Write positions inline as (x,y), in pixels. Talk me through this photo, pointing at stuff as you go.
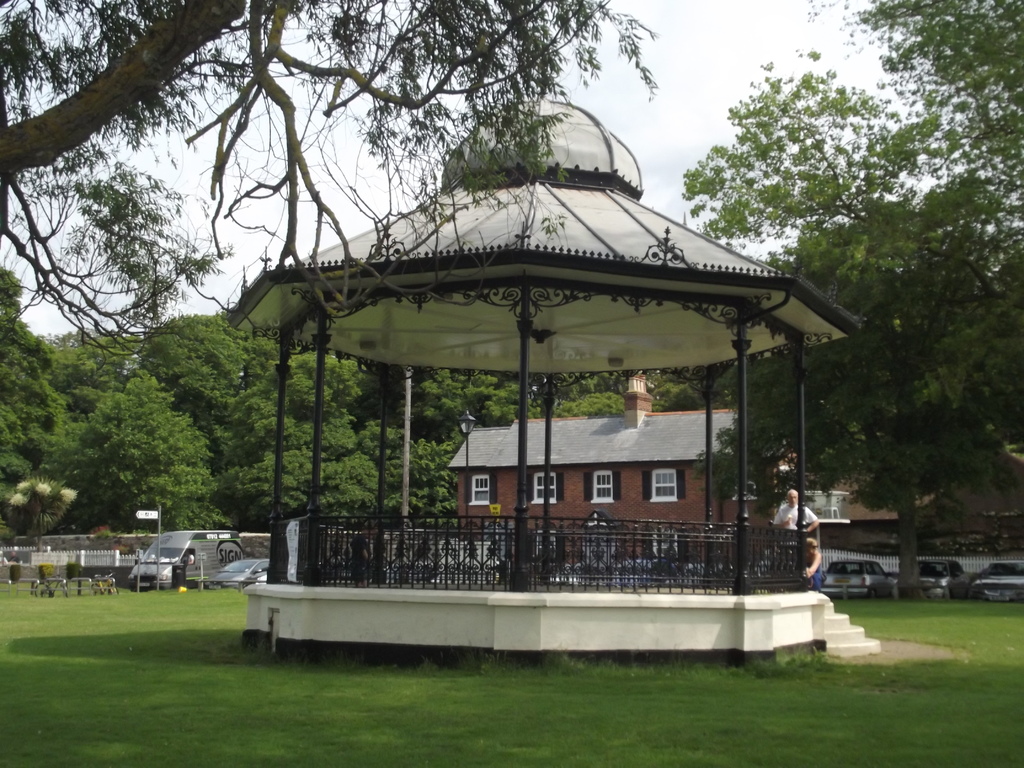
This picture is clicked outside. In the foreground (230,637) we can see the green grass (222,624) and a gazebo (762,610) and we can see the two persons (814,586). In the background (166,163) we can see the sky (399,196), trees (255,475), vehicles (211,573), house (713,452), light (467,438), metal rods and many other objects (114,584).
